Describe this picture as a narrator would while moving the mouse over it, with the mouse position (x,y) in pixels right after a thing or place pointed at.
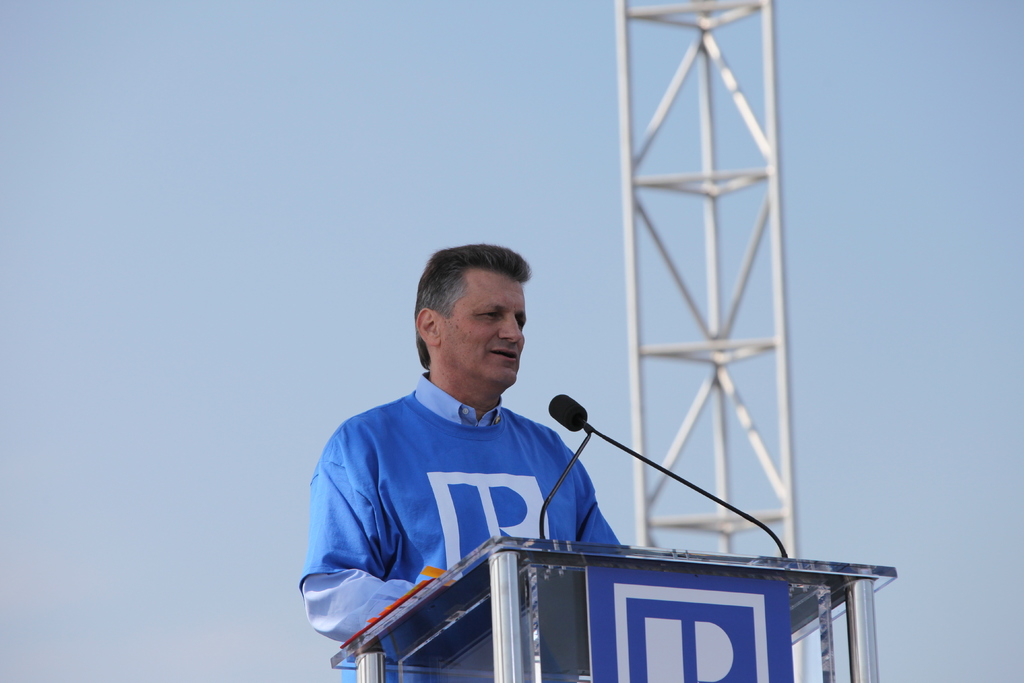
In this picture I can see a podium (627,599) in front (607,574), on which there is a mic (650,461) and behind the podium (500,566) I can see a man (370,437) who is standing. In the background (625,211) I can see the white color rods (622,161) on the right side of this picture (689,365) and I can see the sky (662,293).
